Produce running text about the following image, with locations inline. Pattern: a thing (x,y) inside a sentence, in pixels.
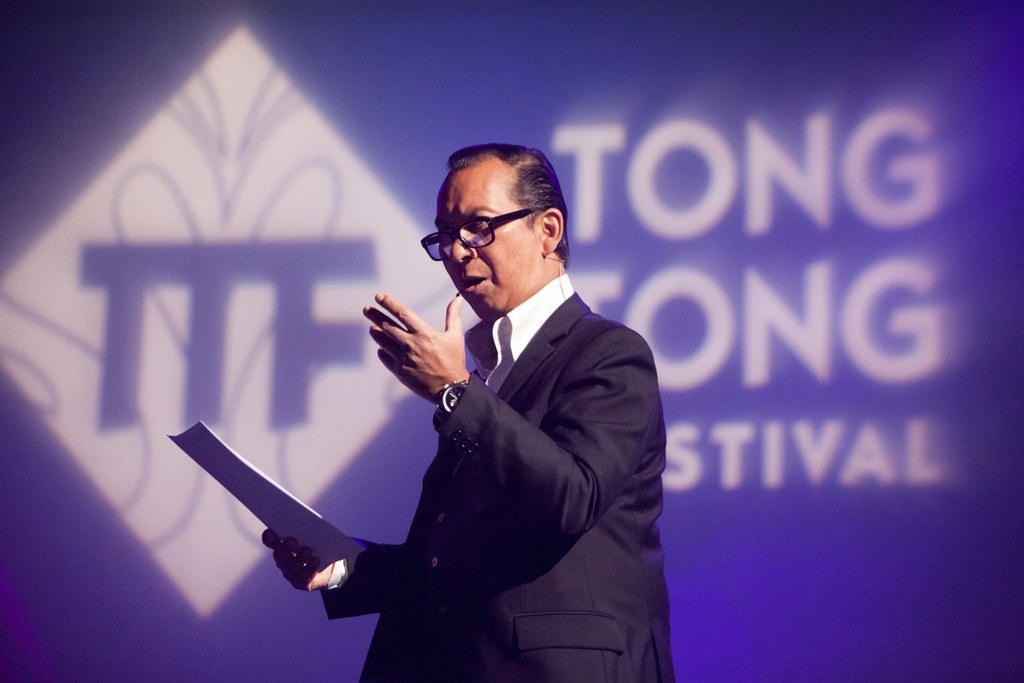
In this picture I see a man (557,473) in front (560,427) who is standing and I see that he is holding a thing (241,475) and I see that he is wearing shades (472,226) and in the background (218,254) I see something is written.
